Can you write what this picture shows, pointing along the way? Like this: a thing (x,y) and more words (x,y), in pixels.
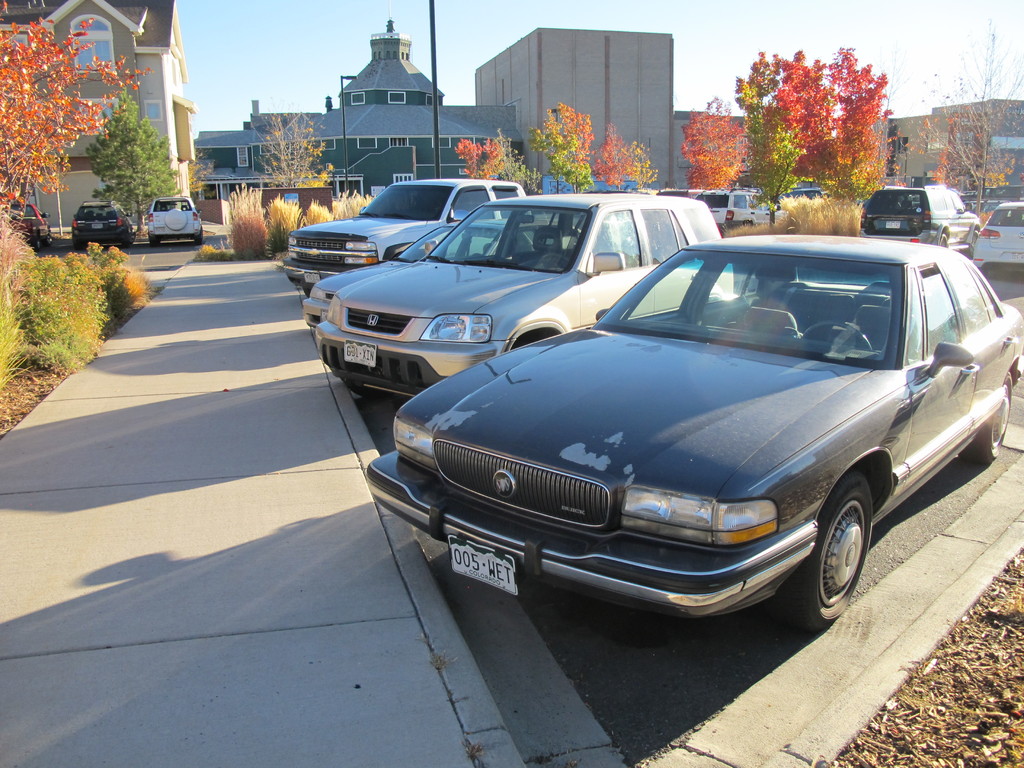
Here we can see a number of vehicles (123,214), trees (135,210) and plants (257,214). Background (370,177) there are buildings (250,158) with windows (98,36) and black pole (440,155).
